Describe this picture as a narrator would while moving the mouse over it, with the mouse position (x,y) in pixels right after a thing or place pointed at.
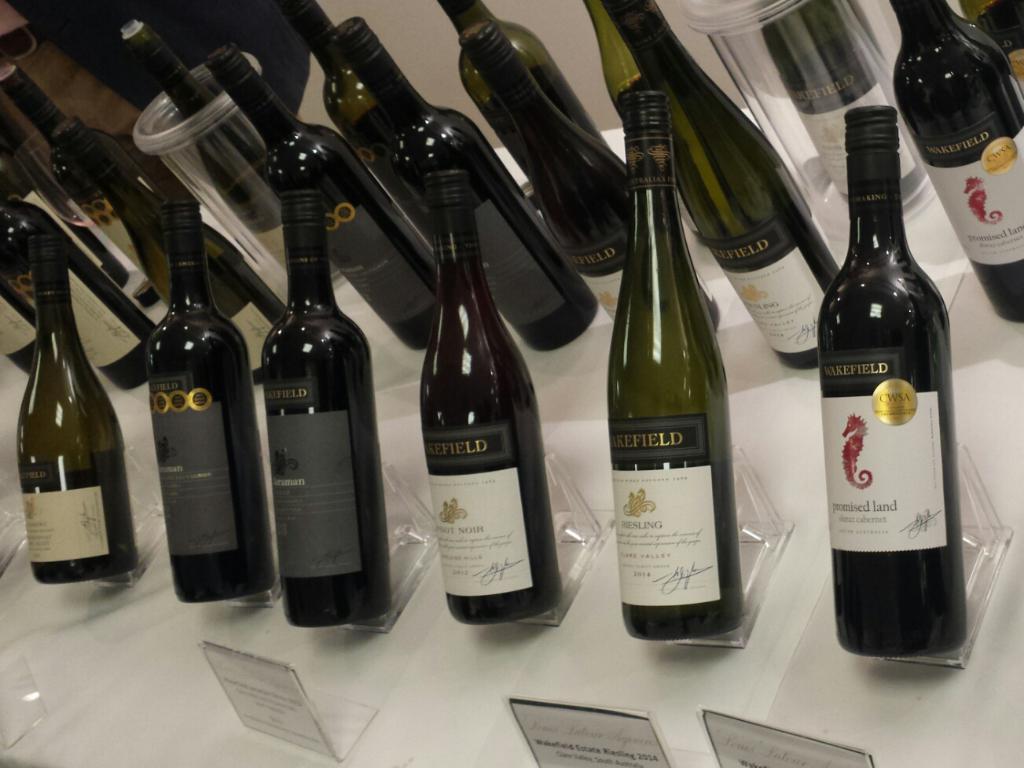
In a picture there are so many bottles (692,531) placed on the table (579,614) with some name plates (593,726) behind them and in front of them and at the right corner of the picture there is one glass (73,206).
